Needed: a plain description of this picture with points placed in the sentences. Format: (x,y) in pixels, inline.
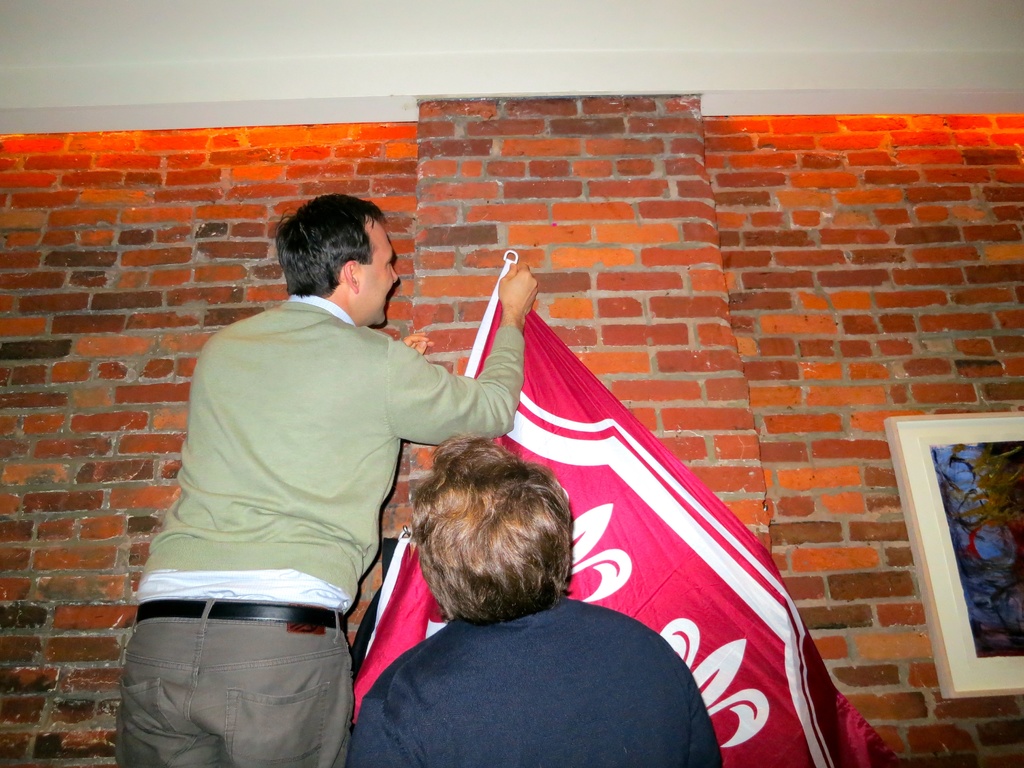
In the center of the image (361,347) we can see a man (310,345) holding flag (411,578) to the wall (476,336). At the bottom of the image (483,570) we can see person (456,584). In the background (437,300) we can see photo frame (948,464) and wall (786,247).
